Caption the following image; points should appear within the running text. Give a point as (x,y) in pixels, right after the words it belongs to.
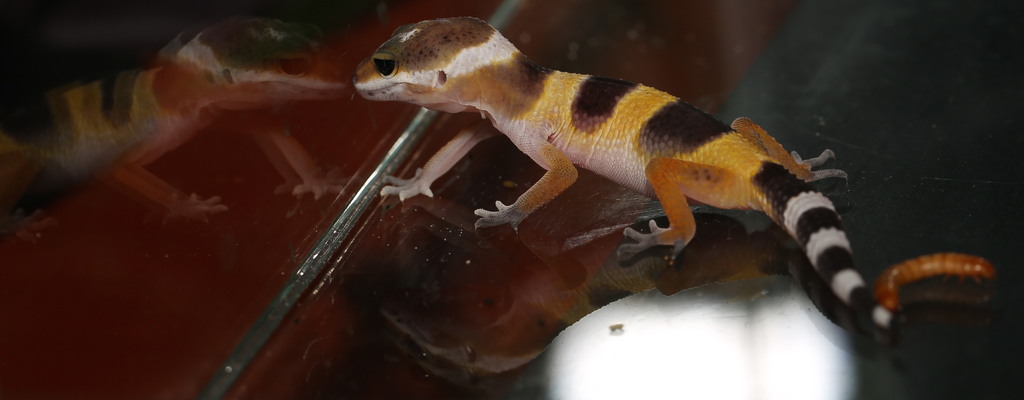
In the picture we can see leopard gecko (552,110) which is in multicolor.
